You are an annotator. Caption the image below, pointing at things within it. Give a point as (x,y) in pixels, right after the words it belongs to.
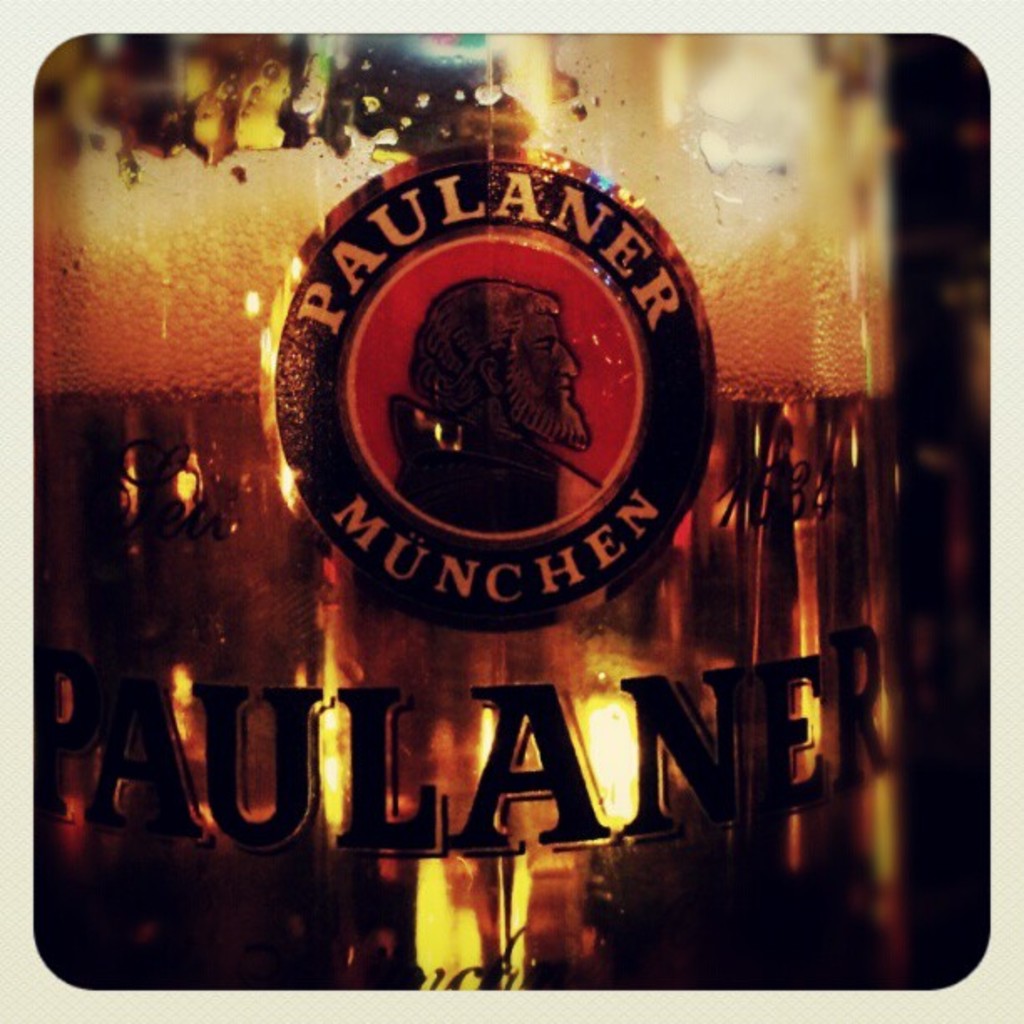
The picture consists of a glass (260,339), filled with beer (259,565).
